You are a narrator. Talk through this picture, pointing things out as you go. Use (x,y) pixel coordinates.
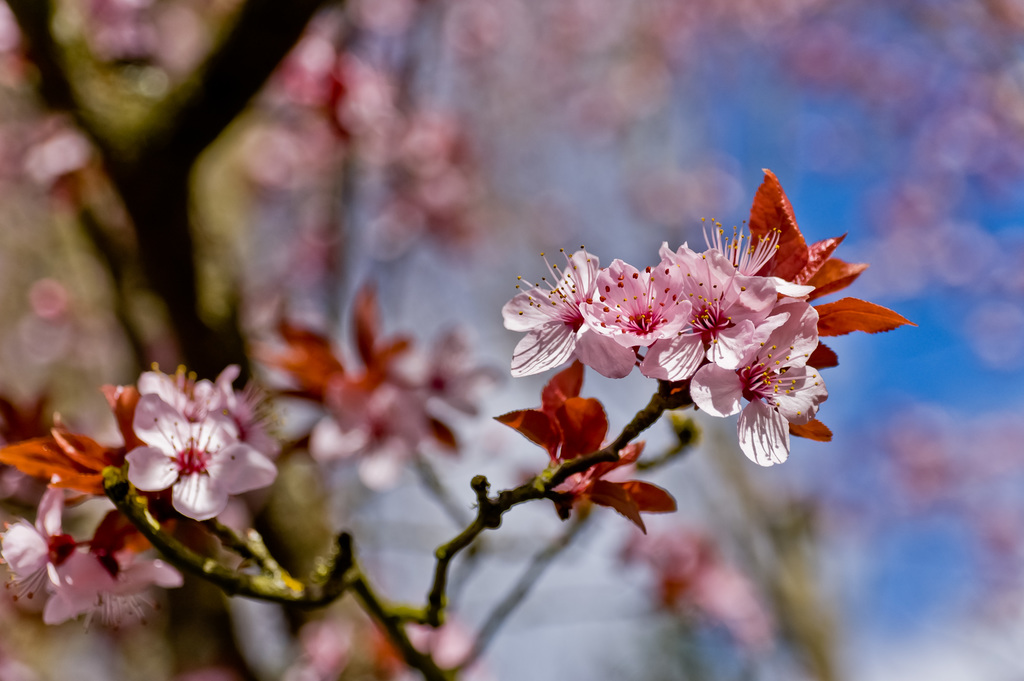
In the foreground of the picture (243,450) there are flowers (627,326), leaves (554,413) and stem (333,596). The background (163,104) is blurred. In the background (143,152) there is a tree (357,170).
